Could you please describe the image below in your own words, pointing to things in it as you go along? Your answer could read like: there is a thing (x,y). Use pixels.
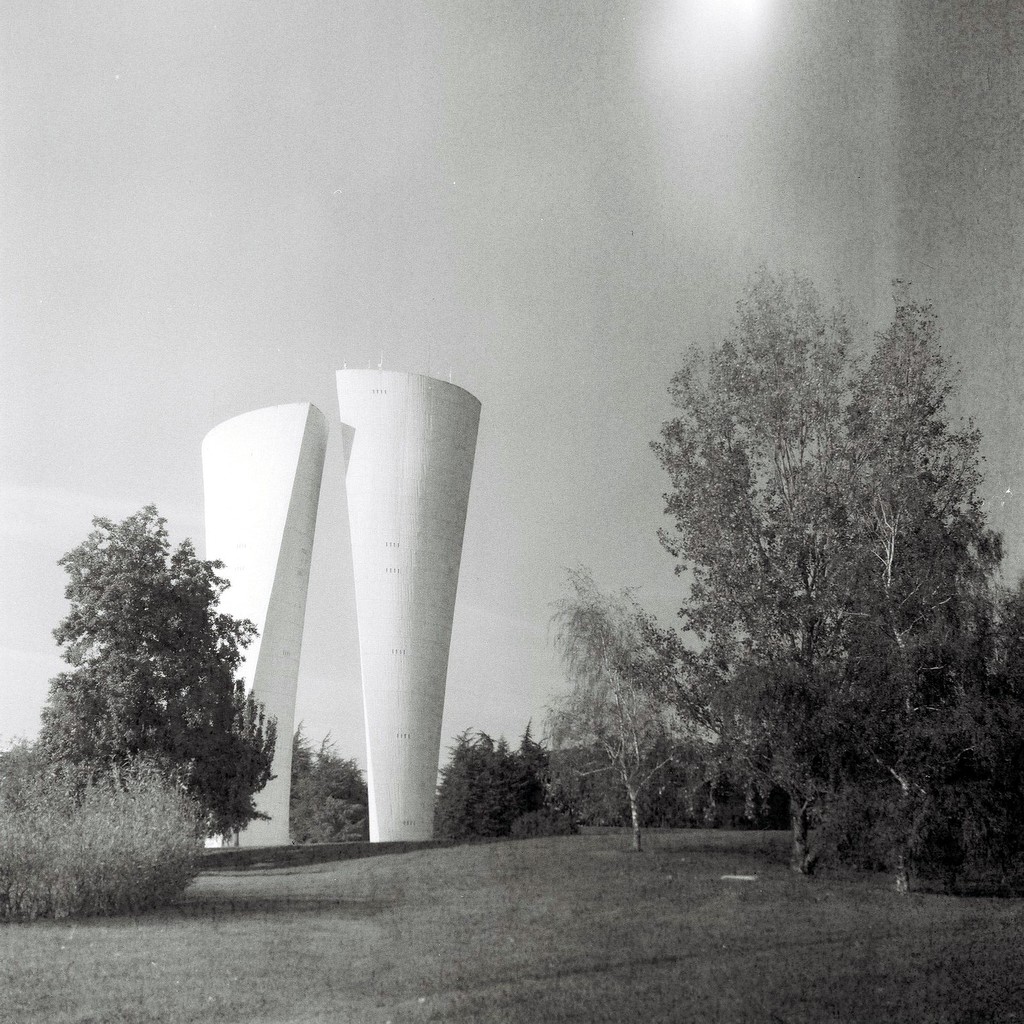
In the picture we can see a grass surface (733,986) on it, we can see some plants (480,805), trees (851,622) and some constructions (405,794), which are white in color and in the background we can see a sky (511,486).
